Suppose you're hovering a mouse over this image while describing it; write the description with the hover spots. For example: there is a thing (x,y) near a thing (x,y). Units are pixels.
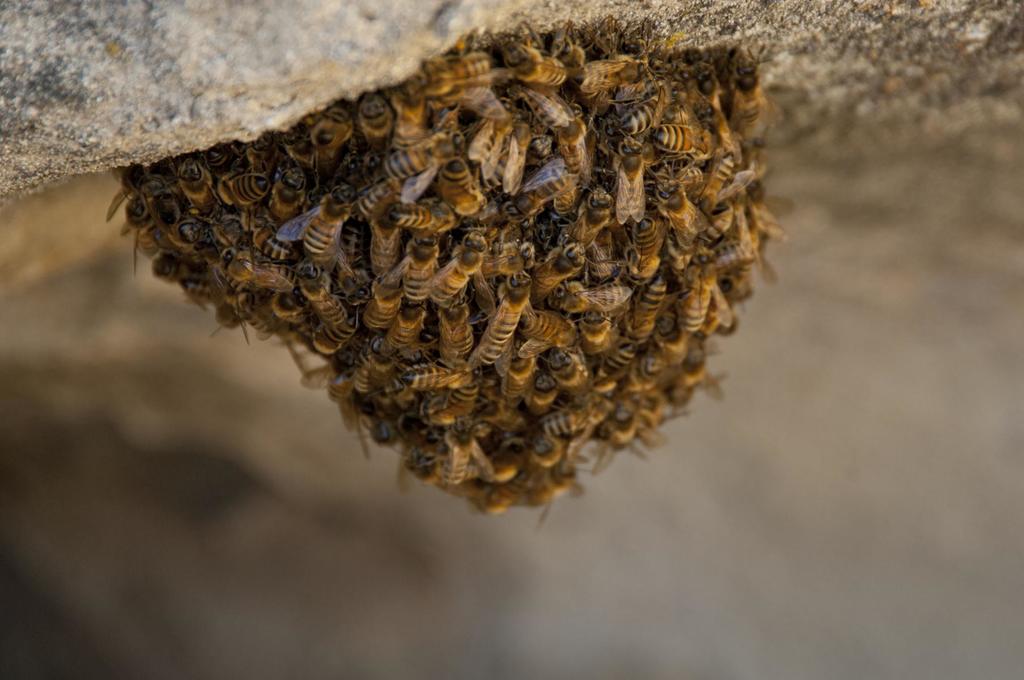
At the top of the image (505,39) there is a stone (93,79). On the stone (942,19) there is a honeycomb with honey bees (603,331).
